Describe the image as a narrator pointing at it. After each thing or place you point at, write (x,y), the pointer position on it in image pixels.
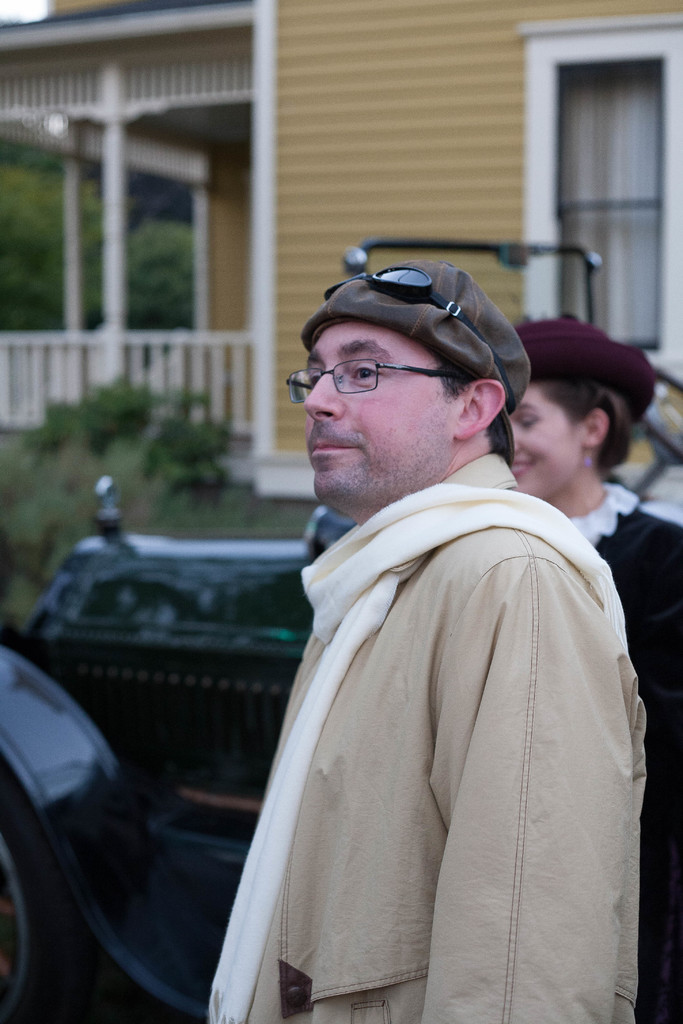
In the foreground (411,688), I can see two persons (385,861) and vehicles (23,662) on the road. In the background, I can see a house (195,257), house plants (189,433) and trees (0,207). This picture might be taken in a day.
